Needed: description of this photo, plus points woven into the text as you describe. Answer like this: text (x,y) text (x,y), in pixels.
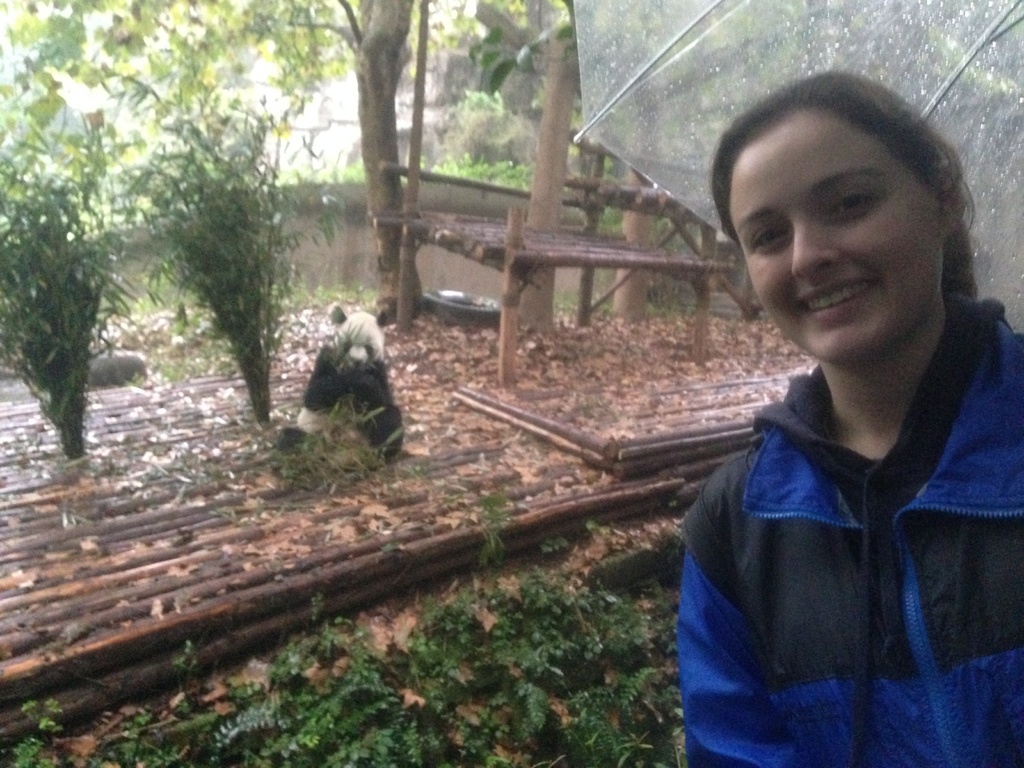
In this picture I can see a woman (815,372) in front (1012,446) who is smiling and I see that she is standing and behind her I see a white and transparent thing (712,66) and in the middle of this image (342,351) I see a panda (373,377) and number of plants (197,281) and in the background (155,35) I see the trees (185,77).
